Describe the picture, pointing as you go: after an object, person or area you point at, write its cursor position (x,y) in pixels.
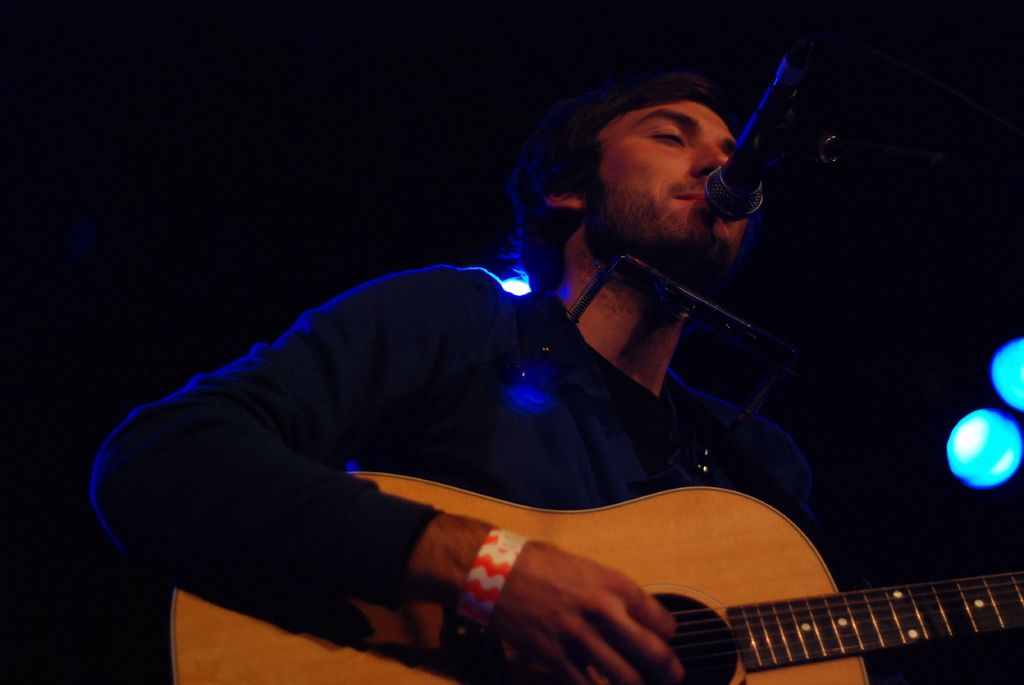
In this image we can see a person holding a guitar (855,678) in his hand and he is singing on a microphone (743,159).
